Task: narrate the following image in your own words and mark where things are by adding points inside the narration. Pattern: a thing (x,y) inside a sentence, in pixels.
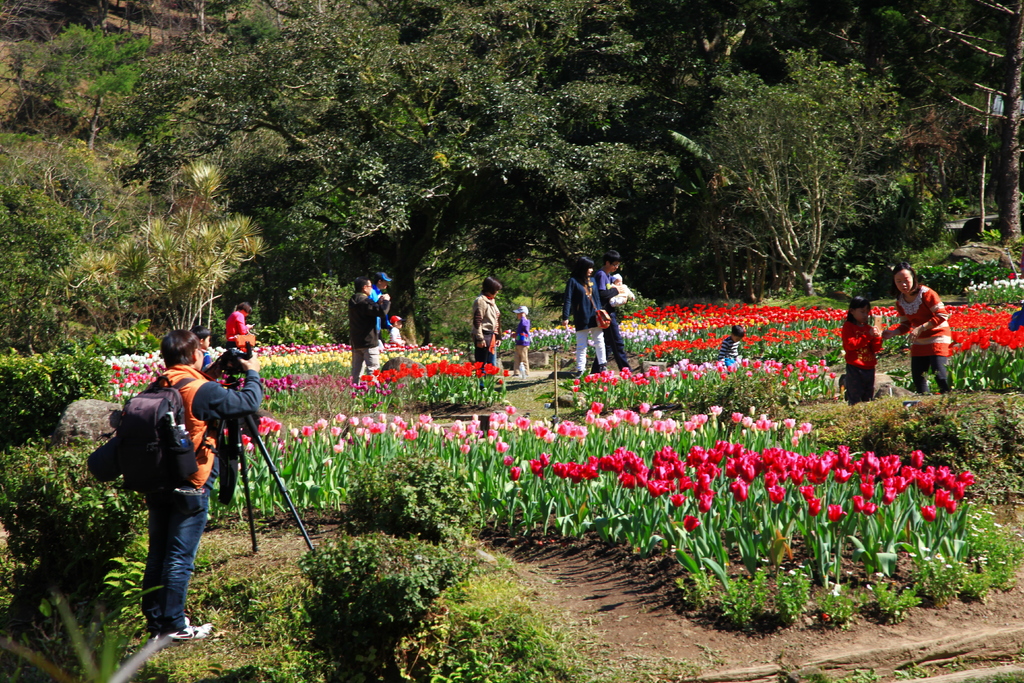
In the picture we can see a garden (141,574) with plants (111,561) and flowers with different colors and we can see some people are standing and watching it with their children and one man (200,361) is holding a camera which is on the tripod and beside him we can see some plants (343,567) and in the background (767,4) we can see full of trees (712,247).
